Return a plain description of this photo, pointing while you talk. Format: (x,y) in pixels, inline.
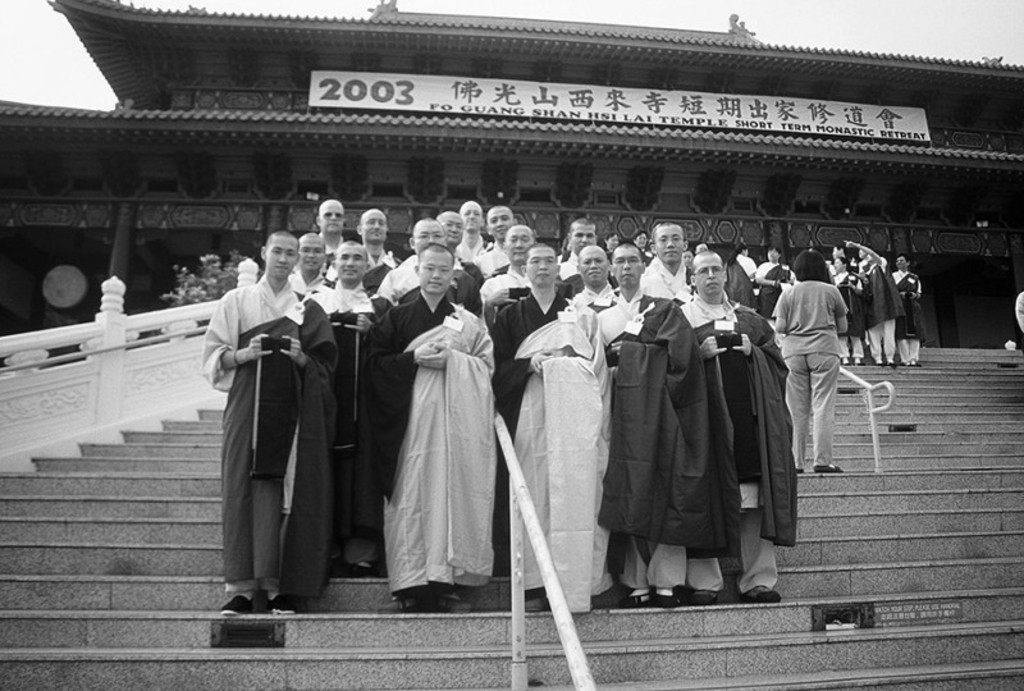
This is a black and white image, where we can see a group of men (679,567) standing on the stairs (829,588). In the background (890,318), there are few persons (839,268) standing, a building (878,183) and a banner (696,123) to it, a tree (215,259) and the sky (61,76).
